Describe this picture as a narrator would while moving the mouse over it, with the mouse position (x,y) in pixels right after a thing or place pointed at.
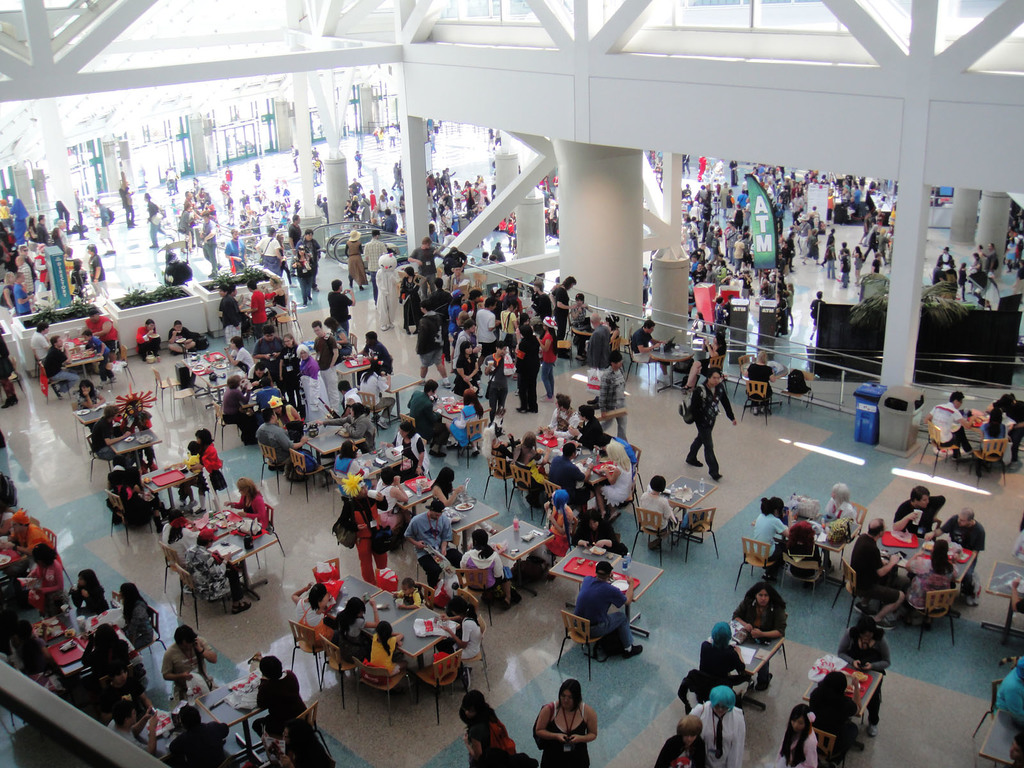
In this image, we can see the inside view of a building (78,499). Here there are so many people (643,336). Few (573,743) are sitting, standing and walking. Here there are few tables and chairs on the floor (598,683). Few things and objects (198,524) are placed on the tables (350,579). Background we can see pillars (606,258), plants (73,305), glass doors (8,171), banner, dustbins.
